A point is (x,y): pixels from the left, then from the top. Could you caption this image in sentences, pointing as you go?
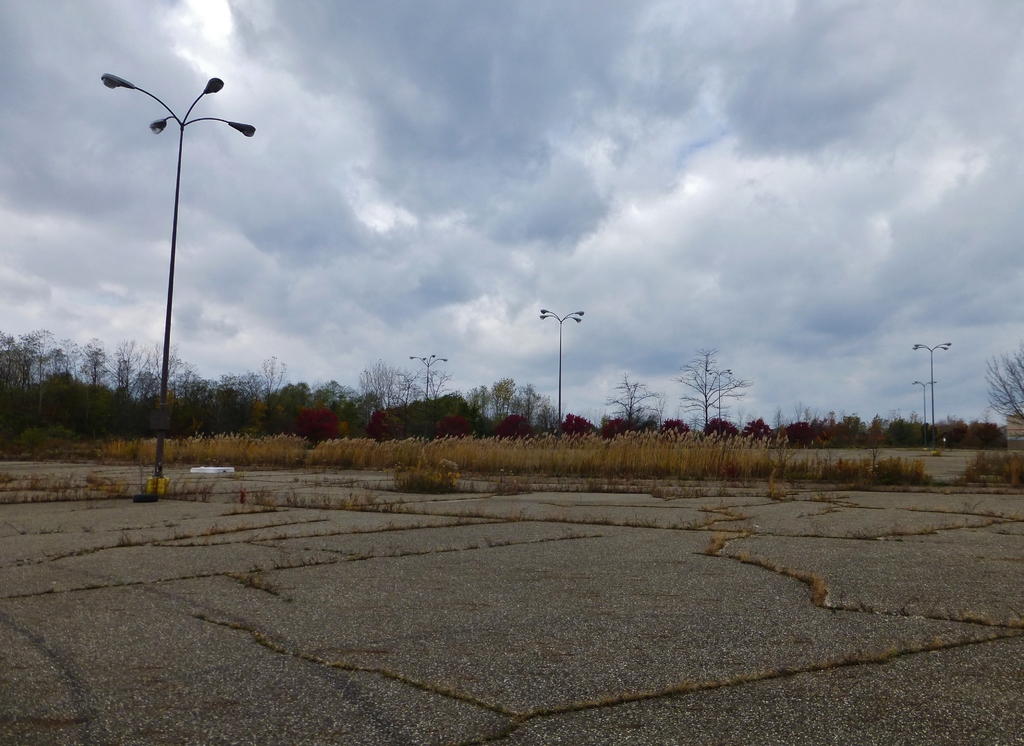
In this picture we can see a parking lot (973,716). On the bottom (83,547) we can see grass (742,684). Here we can see many street lights (171,263). In the background (497,427) we can see many trees (818,446). On the top (629,75) we can see sky (564,136) and clouds (564,117).
